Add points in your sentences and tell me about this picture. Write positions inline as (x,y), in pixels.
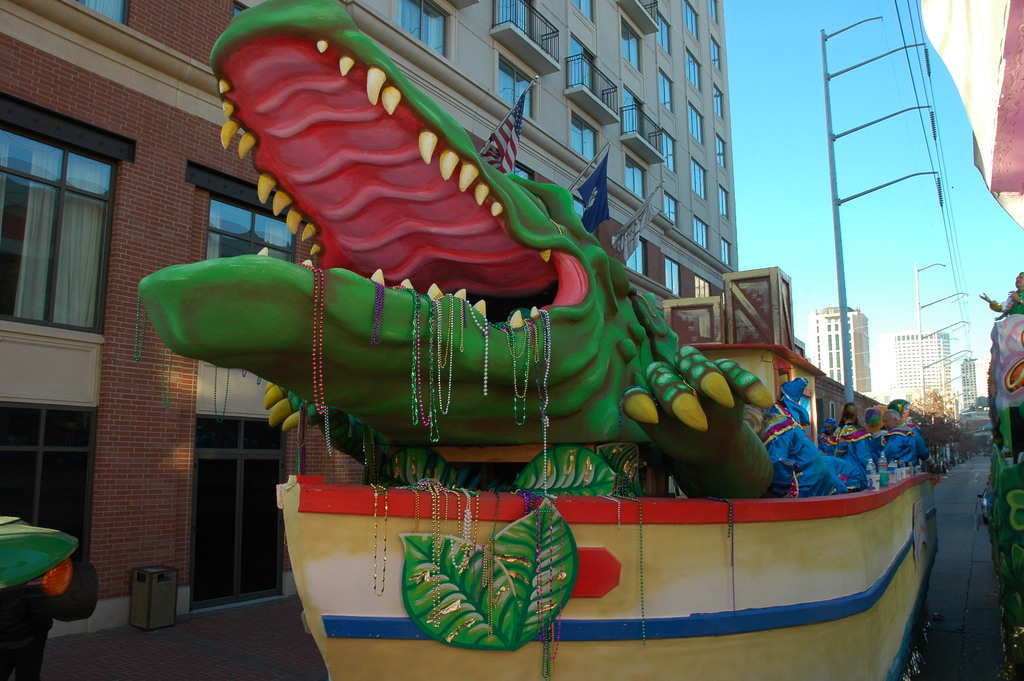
In the middle of this image (557,254), there is a statue (572,266) in a vehicle (602,502), which is in the shape of a boat, which is on the road (949,613). Along with this statue (742,472), there are persons (796,448) in this vehicle (823,495). On the left side (14,199), there is a building (177,13), which is having glass windows (222,470) and there is a footpath (98,642). On the right side (1005,529), there is another vehicle (998,517) on the road (991,595). In the background (983,327), there are buildings (908,354), trees (932,412), poles (920,46), cables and there is sky (762,213).
